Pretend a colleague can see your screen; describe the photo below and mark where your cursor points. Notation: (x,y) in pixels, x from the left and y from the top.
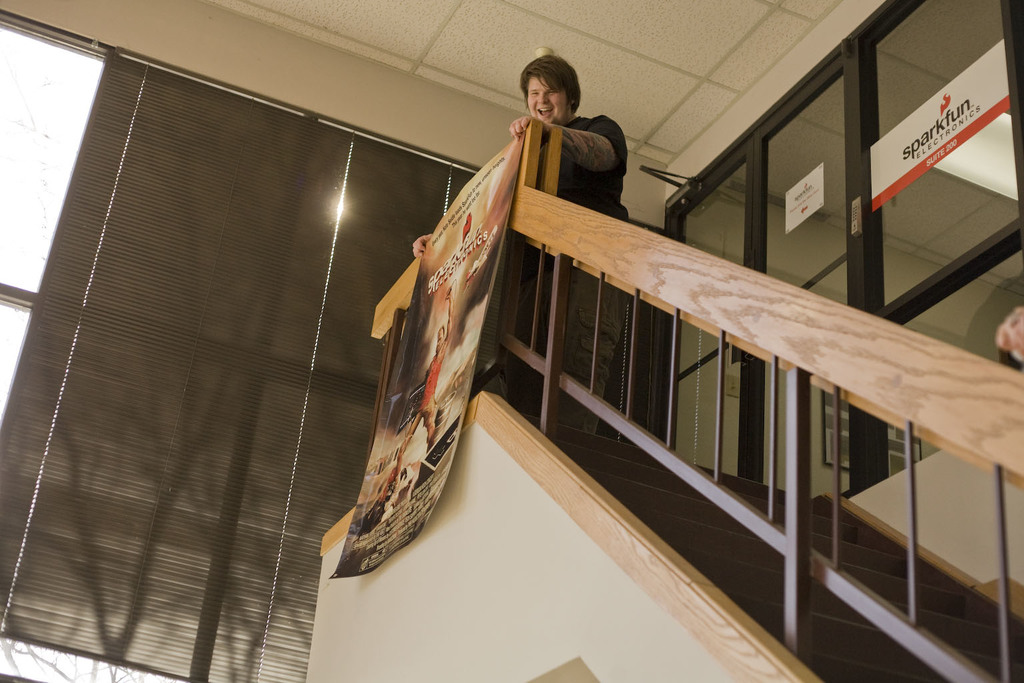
In this image there is a person (551,286) standing on the stairs (511,436) and he is holding the banner (454,214). There is a railing (832,359). In the background of the image (45,152) there are glass windows (43,56). There is a curtain (207,505). On the right side of the image (982,81) there are posters (999,108) attached to the glass doors (931,238).
